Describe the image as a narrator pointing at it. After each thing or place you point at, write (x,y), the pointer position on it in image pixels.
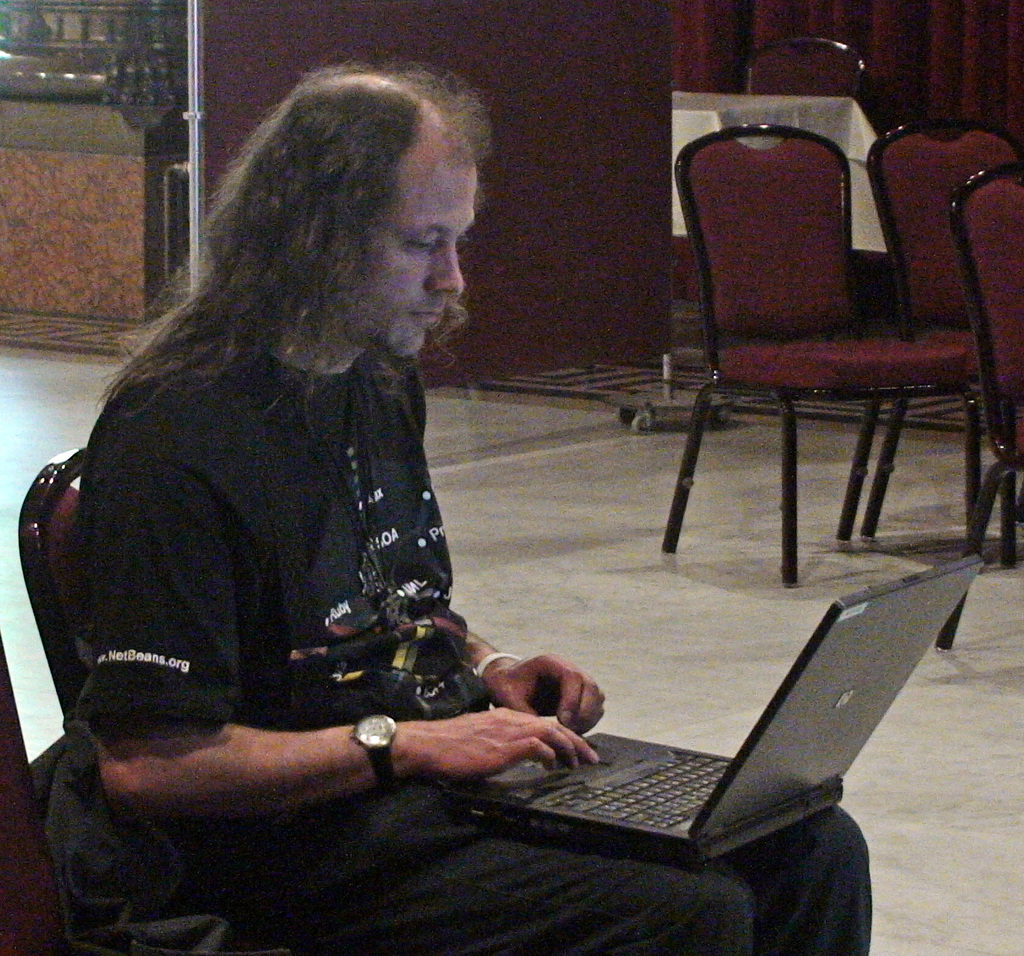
In the picture we can see a man (177,614) sitting on a chair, he is with black T-shirt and doing some work on the laptop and beside him we can see some chairs (667,539) on the floor (586,513) and behind it, we can see a curtain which is red in color and beside it we can see a table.
